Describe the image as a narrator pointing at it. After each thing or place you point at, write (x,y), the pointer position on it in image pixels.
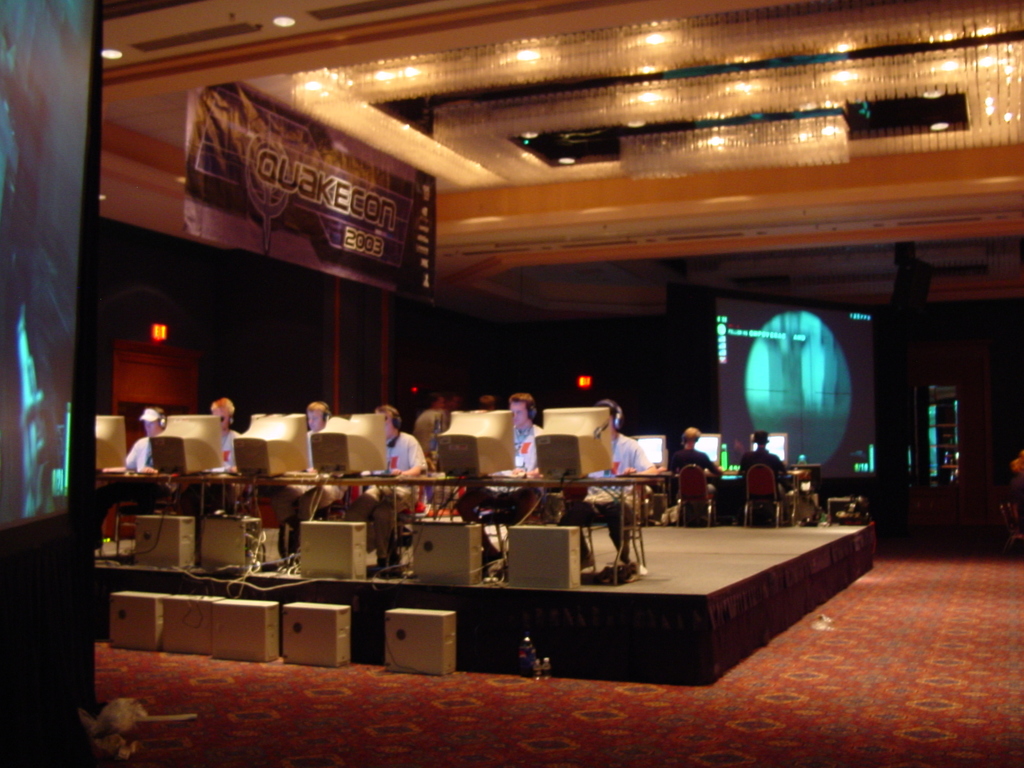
In this image I can see there are some persons (293,493) sitting on the chair (770,484) in front of the table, on the table (219,475) I can see systems (183,434), at the top (172,109) I can see walls (669,271) and in the middle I can see screens (844,368) and I can see a stage (498,589) and on the stage (747,594) I can see boxes (173,546). on the left side (4,136) I can see another screen (4,372).
